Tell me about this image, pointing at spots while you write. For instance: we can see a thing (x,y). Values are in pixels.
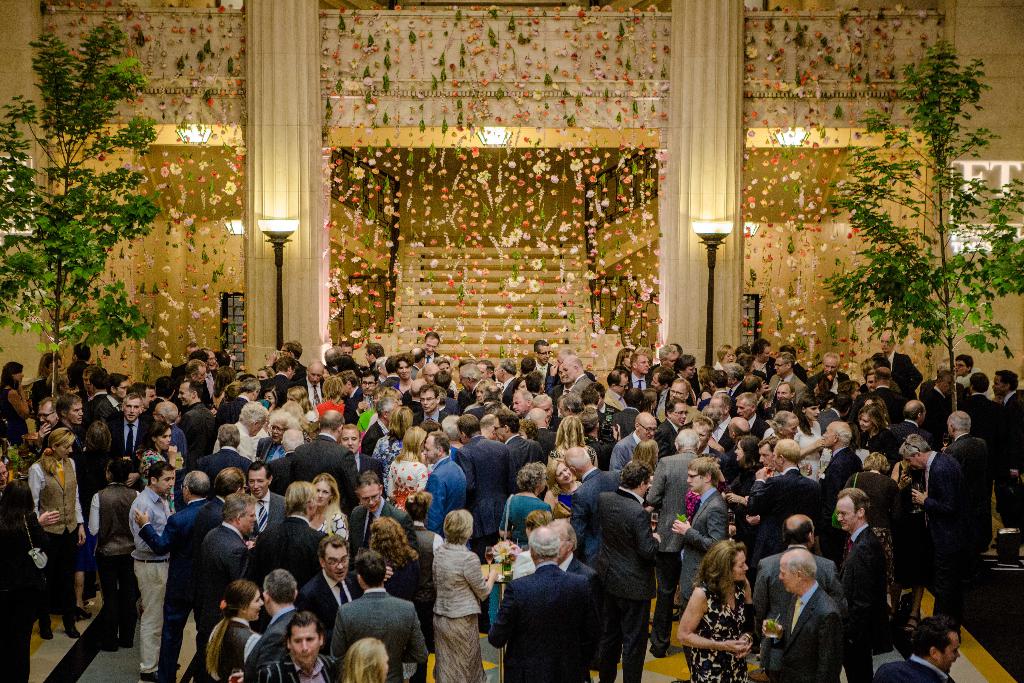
In this image I can see many people (468,480) standing. There are 2 trees (42,65) on the either sides. There are 2 light poles (709,269) and pillars (673,282). Flowers (478,269) are hanging at the back (483,200) and there are stairs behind it.
